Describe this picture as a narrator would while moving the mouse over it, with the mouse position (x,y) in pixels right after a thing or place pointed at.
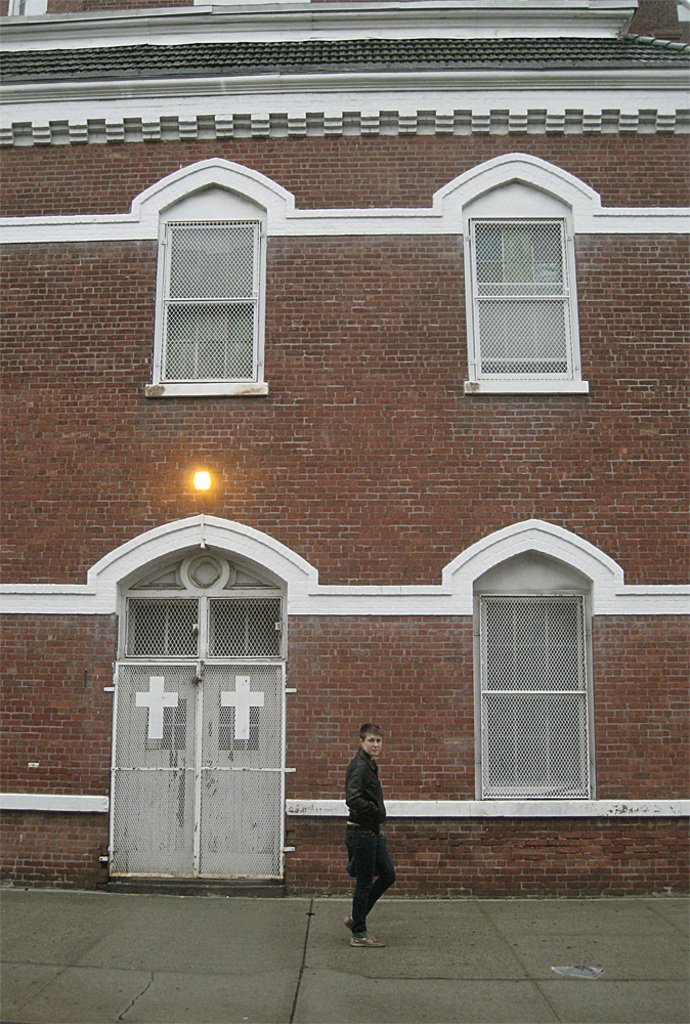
In the picture we can see a man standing near the building wall (507,850) on the path (557,946), he is with black dress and to the wall (94,170) we can see three windows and a door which is white in color with two cross symbols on it and on the top of the door (225,560) we can see a light (199,483) to the wall (292,647).
